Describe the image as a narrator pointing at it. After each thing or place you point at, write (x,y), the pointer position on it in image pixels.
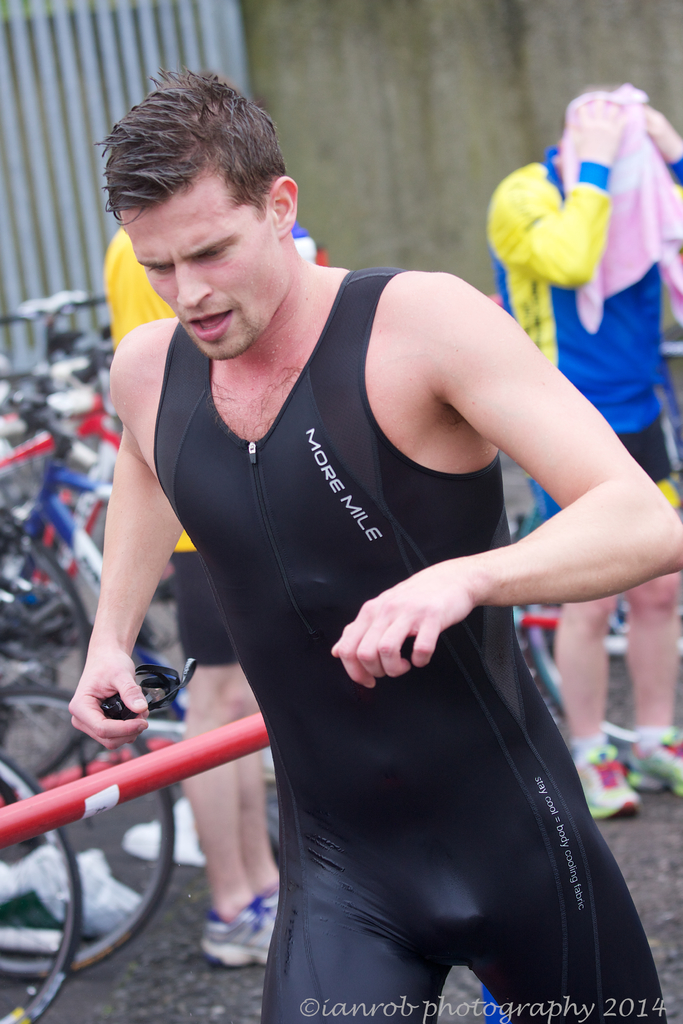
In this image I can see a man (179,359) wearing a black dress (248,518). In the background (122,305) I can see two more people (644,115) where one has covered his face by a towel (585,297). I can also see number of bicycles (106,356) in the background (68,429).
